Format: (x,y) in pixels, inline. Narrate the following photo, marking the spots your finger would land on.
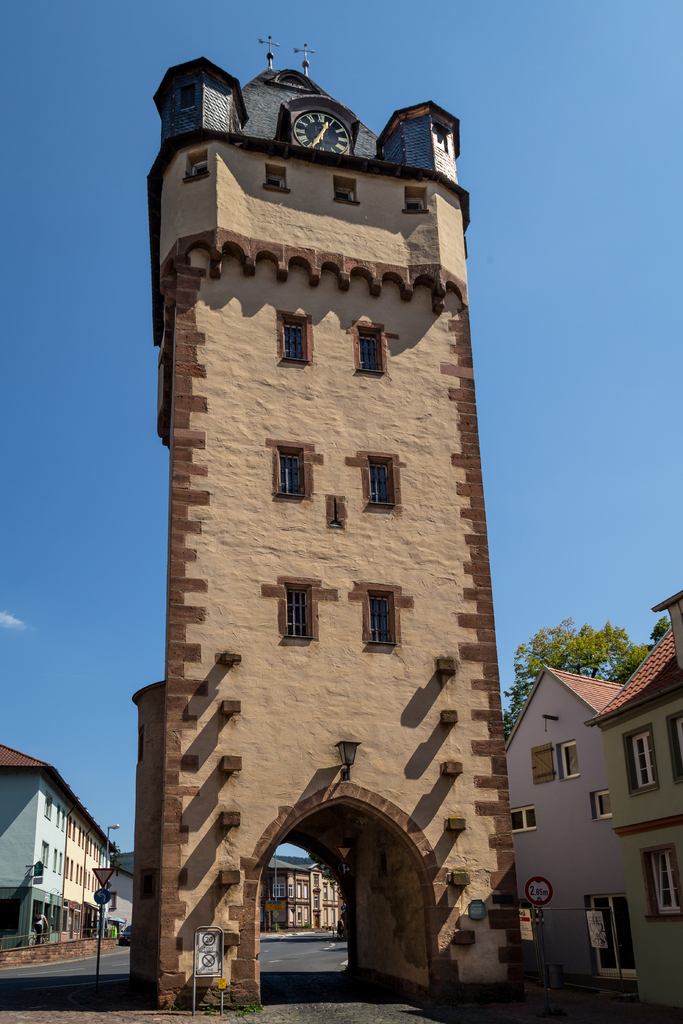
In the picture I can see a clock tower (347,483) and there are few buildings (598,840) on either sides of it and there is a tree (560,668) and a building (298,869) in the background (281,879).
